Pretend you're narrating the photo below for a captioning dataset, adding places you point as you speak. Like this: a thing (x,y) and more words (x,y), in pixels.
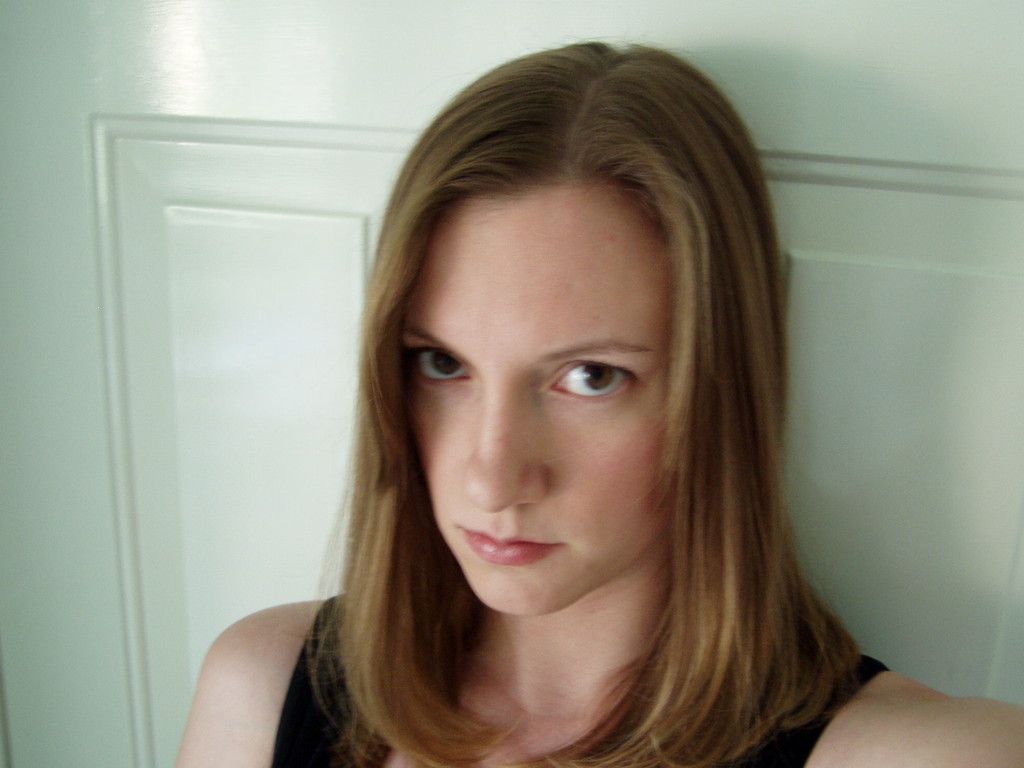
In the center of the image (492,338) there is a woman (418,487). In the background of the image (237,250) there is a door (790,139).
